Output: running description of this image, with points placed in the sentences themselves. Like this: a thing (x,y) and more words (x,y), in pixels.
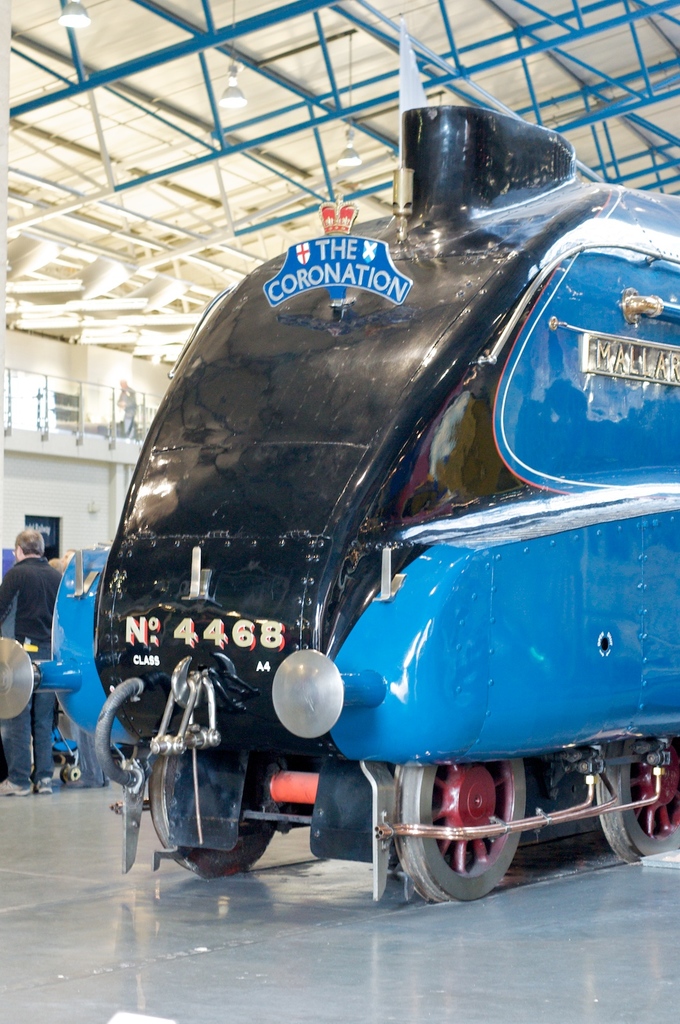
In this picture, we can see a vehicle (337,601), a few people (24,544), wall (109,445) with fencing (20,383), lights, and we can see the roof (136,216) with poles (428,59), and lights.
